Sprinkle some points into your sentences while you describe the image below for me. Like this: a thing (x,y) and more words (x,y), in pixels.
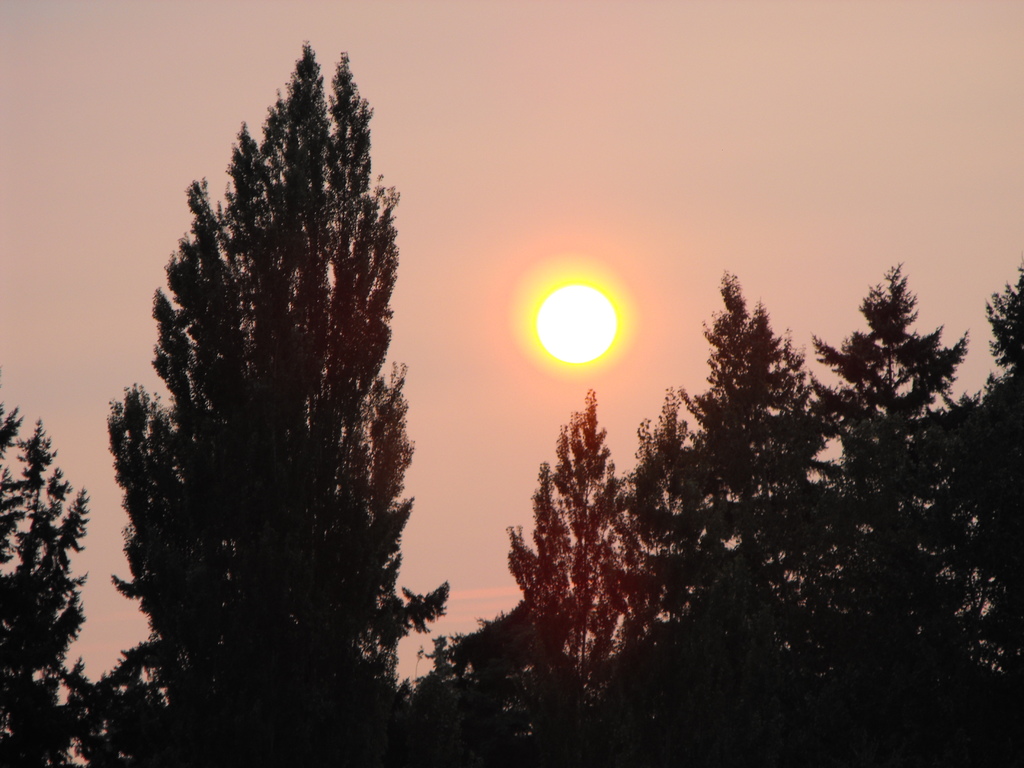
There are trees (640,609). In the background (473,174) we can see the sun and sky (477,112).
